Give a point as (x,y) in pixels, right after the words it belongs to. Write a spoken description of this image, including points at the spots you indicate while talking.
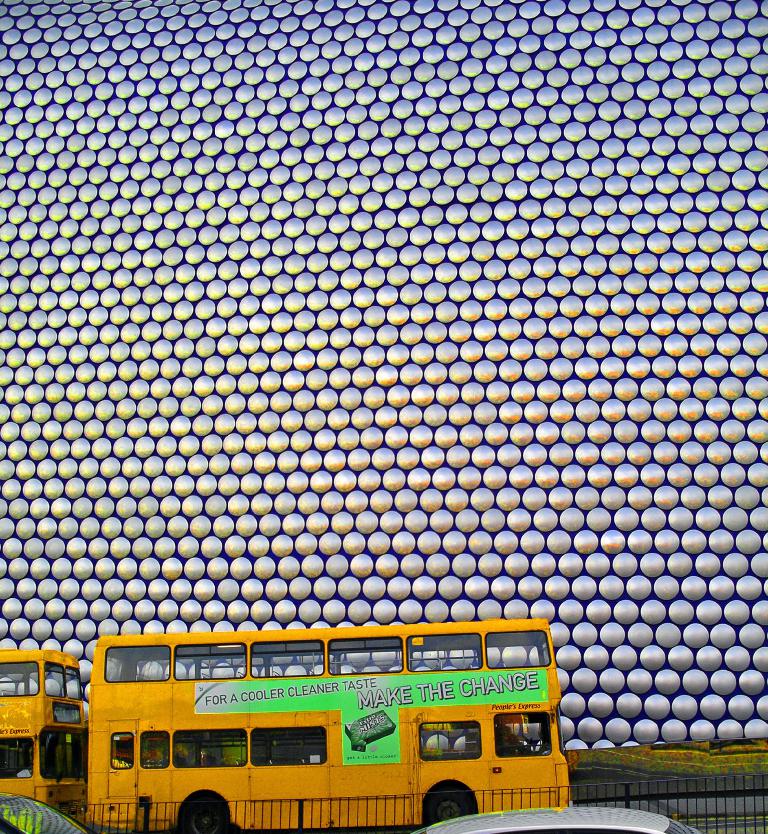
In this image we can see buses (177,745). On the bus (225,697) there is text (408,698). In the back (323,385) we can see a wall (366,363). At the bottom (250,798) there is railing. Also there are vehicles (538,811).
